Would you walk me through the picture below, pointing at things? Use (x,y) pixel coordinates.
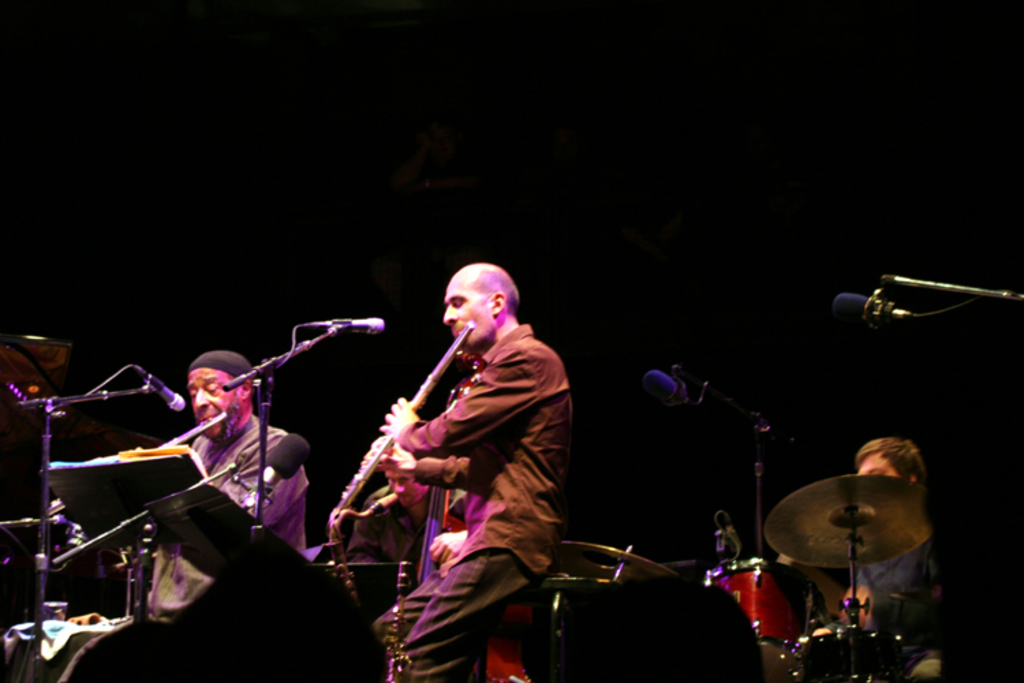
Here I can see few people (211,439) playing some musical instruments (203,424). Along with the people (419,513) I can see mic stands (260,407) and drum set (795,667). The background (242,168) is in black color.
